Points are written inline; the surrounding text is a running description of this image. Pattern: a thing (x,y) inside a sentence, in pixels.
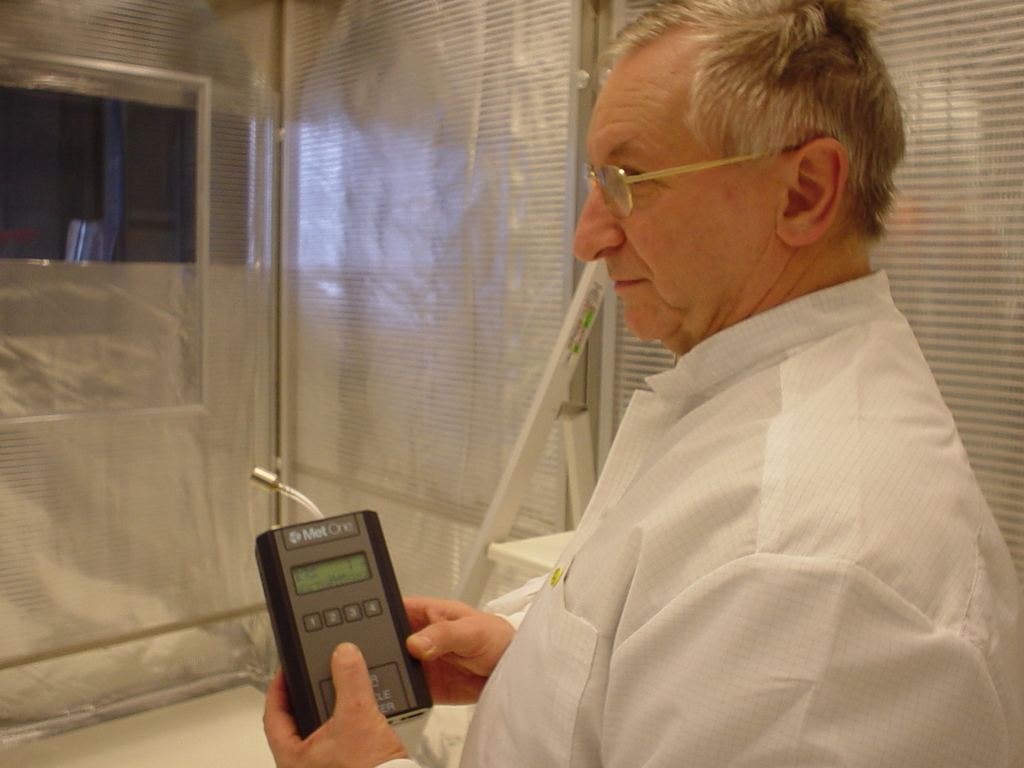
In the picture I can see a man (775,460) is standing and holding an object (344,621) in hands (344,650). The man (598,570) is wearing spectacles (656,176) and a shirt (669,525). In the background (450,349) I can see some objects (448,344).
